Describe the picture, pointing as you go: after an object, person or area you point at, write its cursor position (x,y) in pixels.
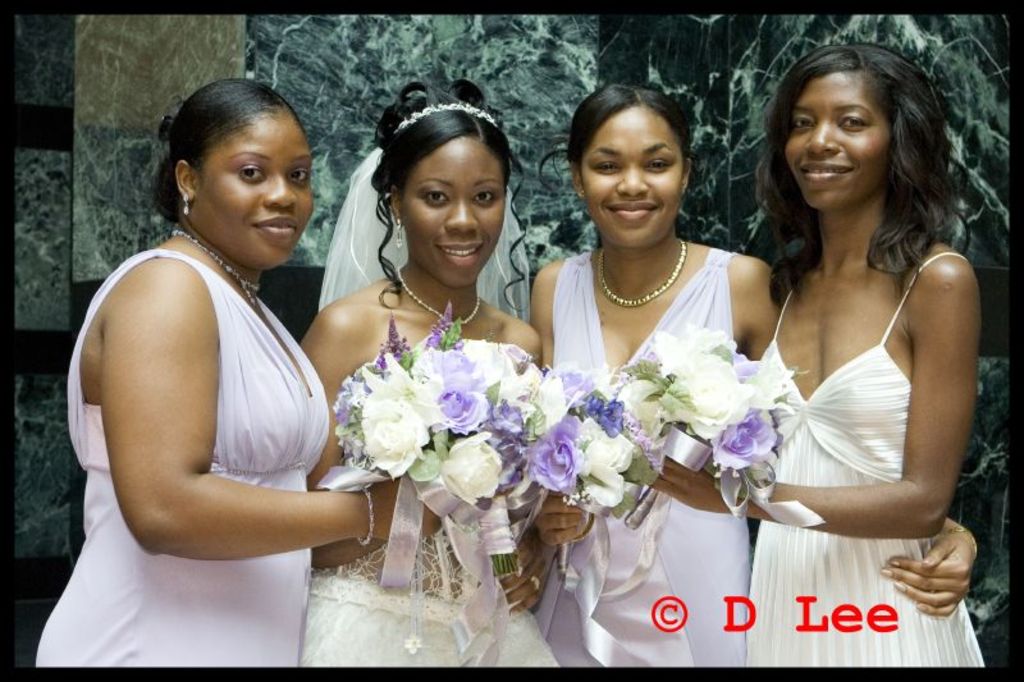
In this image we can see group of women (822,393) standing and holding a bouquets (539,478). In the background (986,39) there is a wall (425,77). At the bottom (665,611) there is a text (878,625).
